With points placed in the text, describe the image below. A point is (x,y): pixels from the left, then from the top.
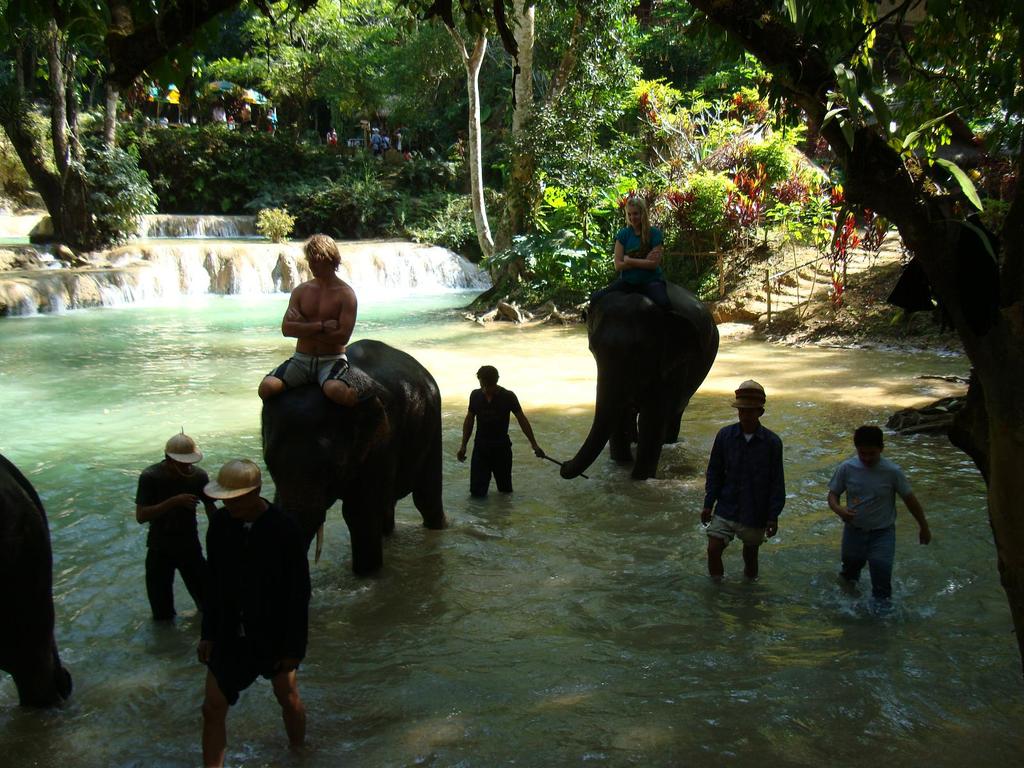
In this picture there are three elephants (612,400) and two of them were sitting on the elephants (389,449). Some of them was standing and walking in the water (502,667). In the background (603,184) there are some trees (64,174) and plants (287,209) here.
